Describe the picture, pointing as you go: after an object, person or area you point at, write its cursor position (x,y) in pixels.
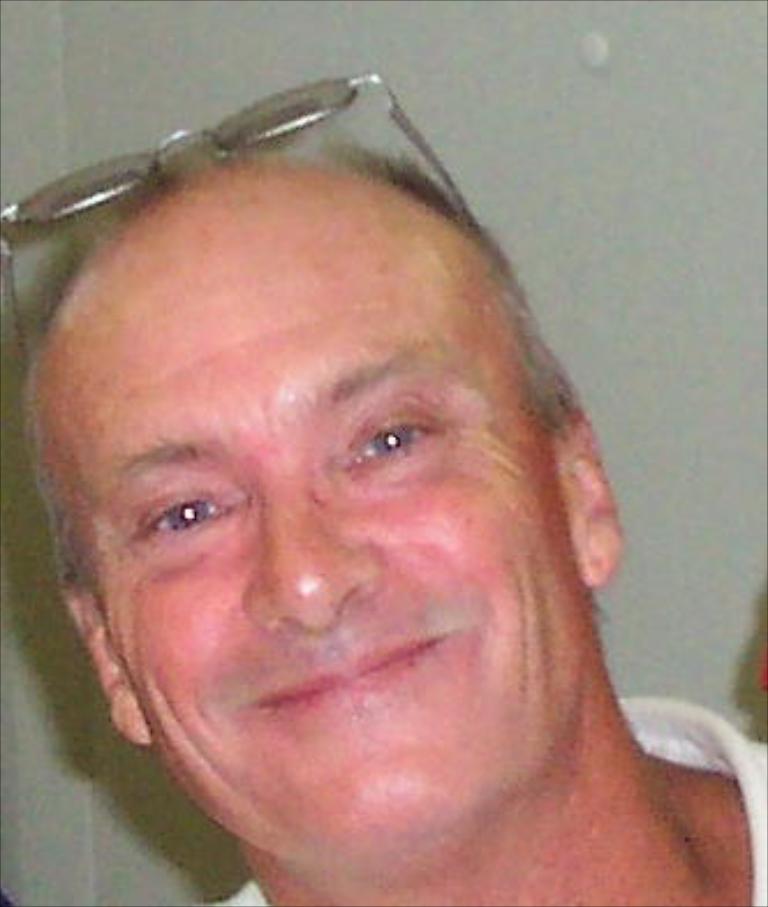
In this image we can see a man (201,248) smiling and we can see the spectacles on his head (383,223) and the background (711,194) is grey in color.
